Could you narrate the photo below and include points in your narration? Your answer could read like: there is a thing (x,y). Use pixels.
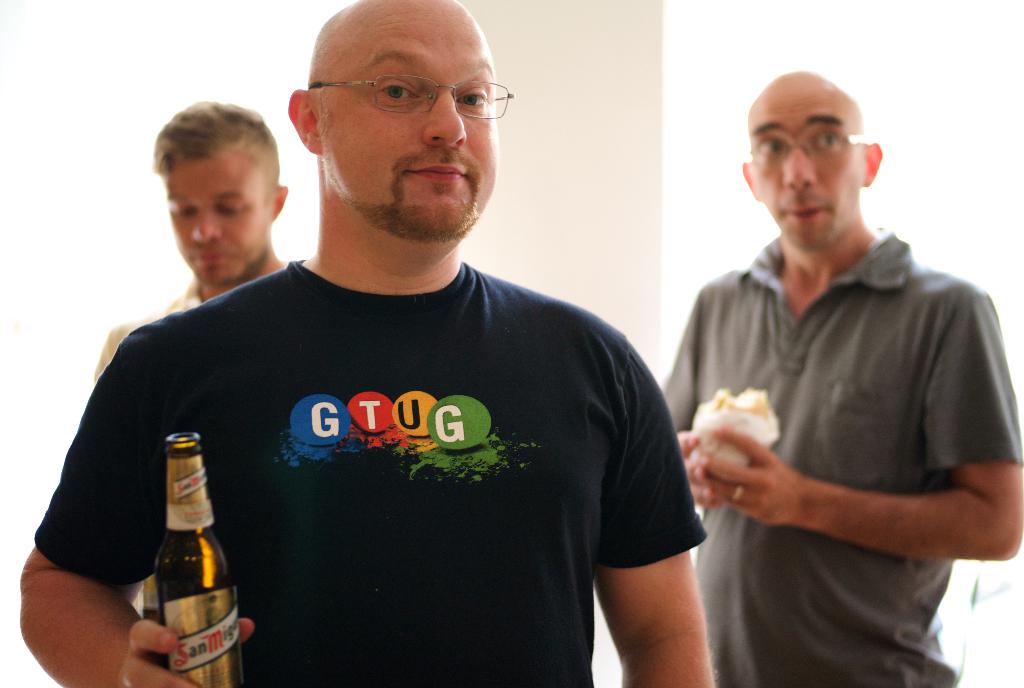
There are three persons (495,493). And front person (330,491) is holding a bottle (234,592) and wearing a specs (502,98). Behind him one person (853,404) is wearing a gray t shirt (840,416) and holding some food item (720,422) in his hand (760,467).
